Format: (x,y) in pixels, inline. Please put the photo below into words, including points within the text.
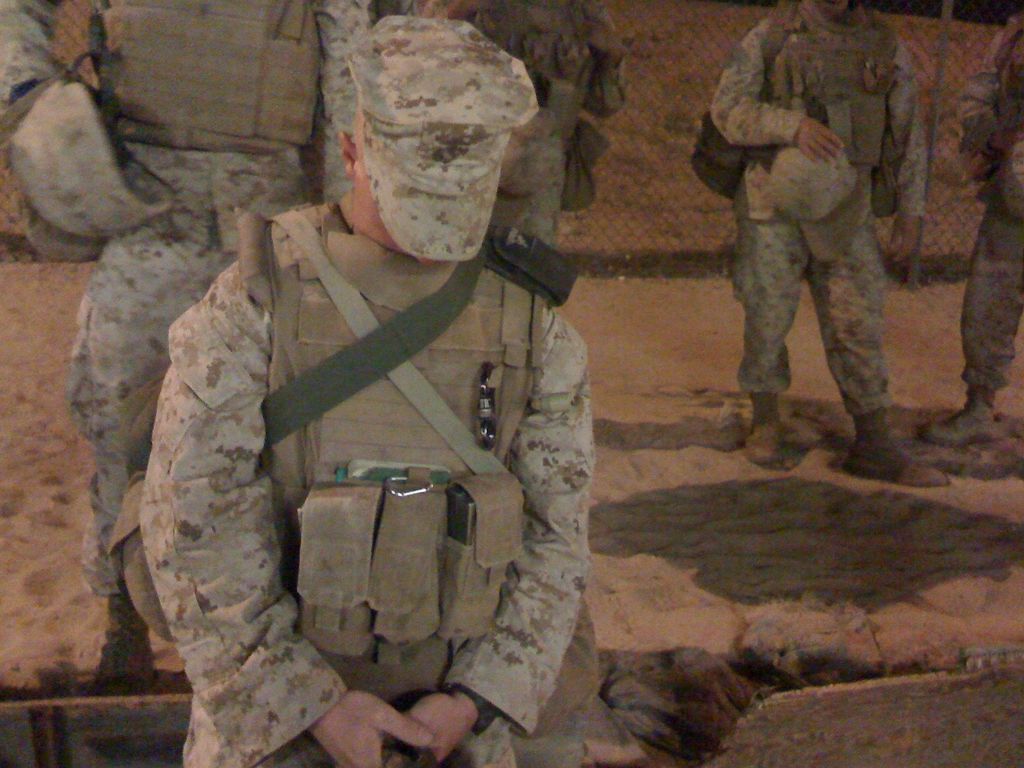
In the image there is a man (326,466) with brown uniform (186,549) is standing and to his dress (389,494) there are pockets (415,566) with few items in it. And also there is a cap (452,60) in his head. Behind him there are few people (872,26) standing on the sand (749,617). They are holding helmets (816,161) in their hands (812,130) and they are also wearing uniforms (753,365) and shoes (968,393). At the back of them there is a fencing (899,11).
